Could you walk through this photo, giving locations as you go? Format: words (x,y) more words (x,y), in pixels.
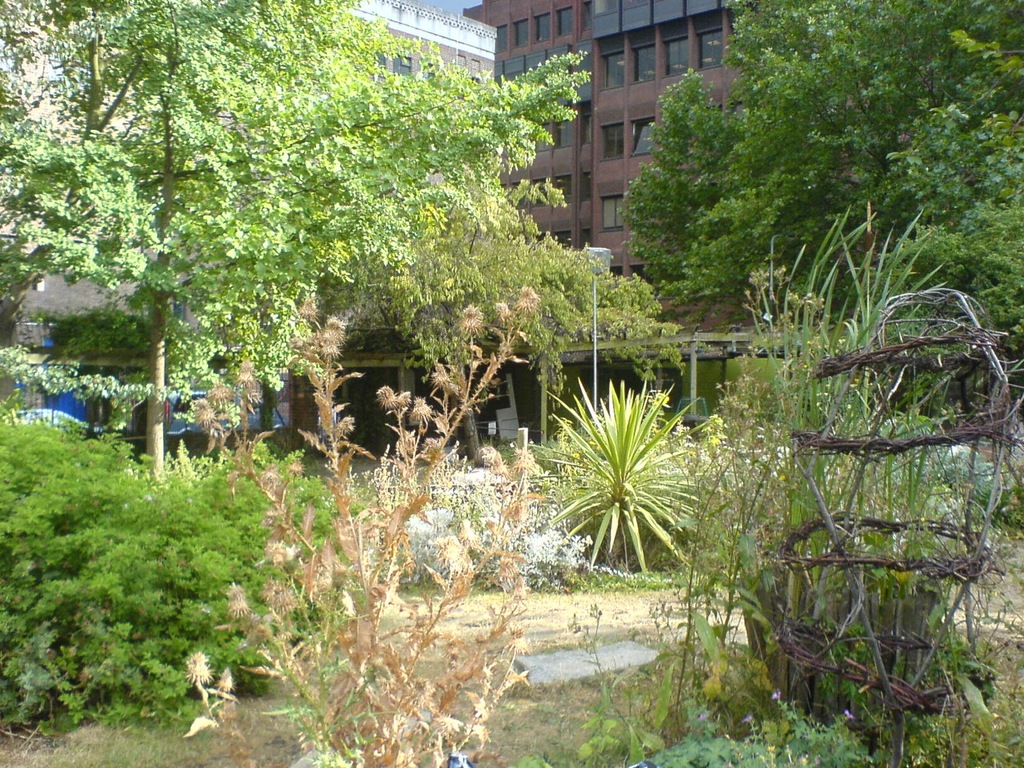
In this image I can see number of plants (568,471) and few trees (181,378) in the front (326,444). In the background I can see a pole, few buildings (572,187) and on the left side of the image (196,396) I can see two vehicles (181,413).
